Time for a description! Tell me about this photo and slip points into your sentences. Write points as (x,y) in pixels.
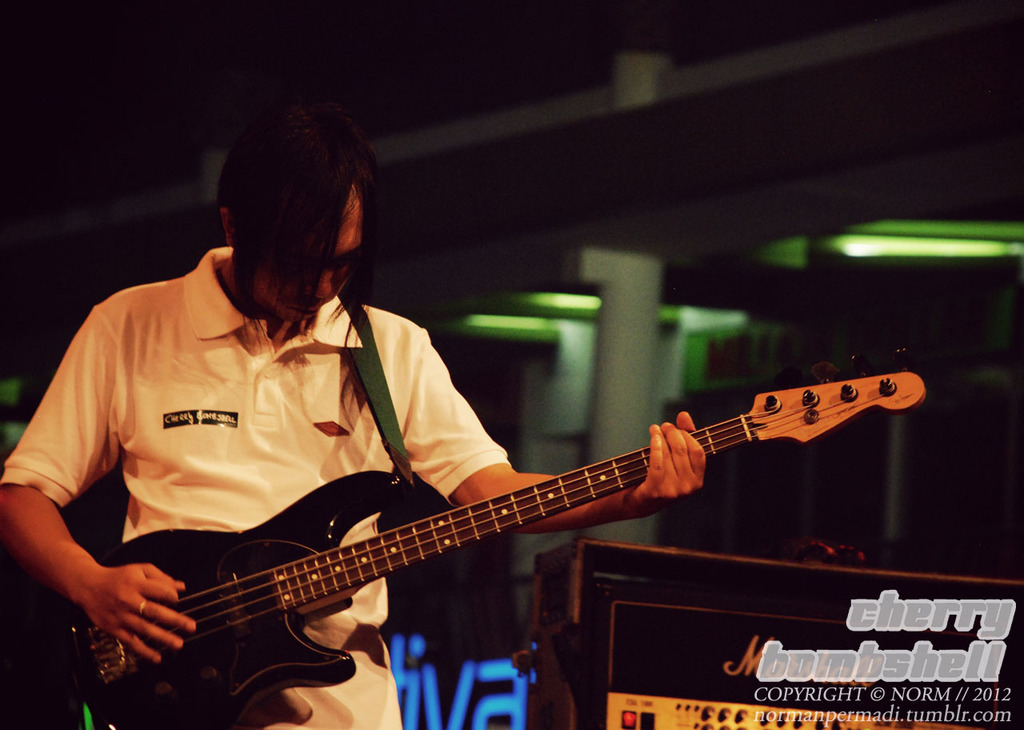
In this image we can see a man (295,703) standing and holding a guitar (442,552). On the right (938,715) there is a speaker (660,678). In the background (610,276) there is a wall (695,250) and we can see lights (923,227).
